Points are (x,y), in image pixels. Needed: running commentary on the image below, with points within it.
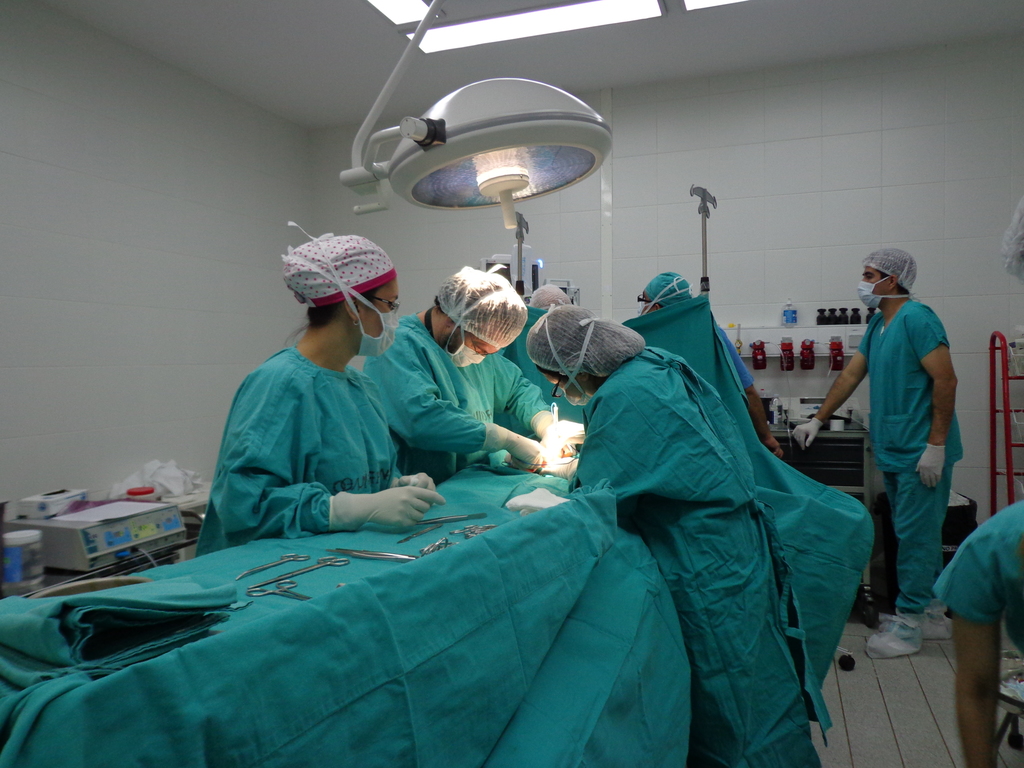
This is the picture of a room (481,419) in which there are some people (480,405) wearing aprons (479,404), and doing something in front of the table (517,495) on which there are some things (390,559) and around there are some other things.
